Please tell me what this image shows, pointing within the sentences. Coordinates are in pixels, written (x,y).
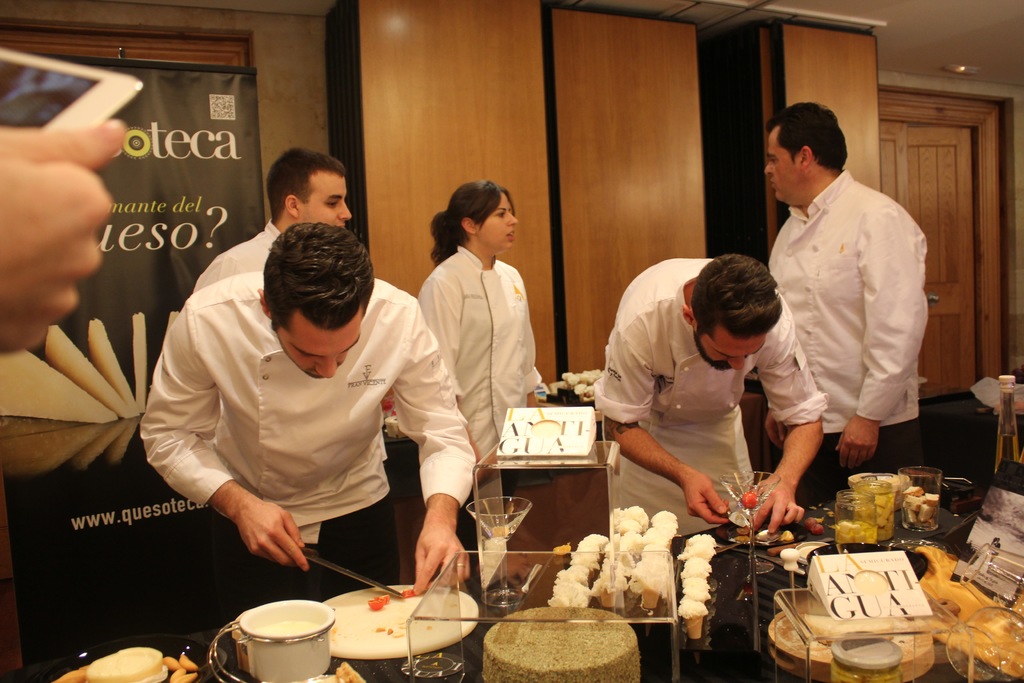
In this image I can see two persons (246,419) wearing white and black colored dresses (205,420) are standing and holding few objects (326,567) in their hands (293,566). I can see a table (743,653) in front of them and on the table (753,670) I can see few ice creams (686,574), few jars (840,518), few containers (295,657), few glass objects (504,590) and few other objects (810,609). In the background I can see few persons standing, the brown colored wall (450,48), a black colored banner (124,110) and the door (941,172) which is brown in color. I can see a person's hand (39,142) holding an electronic gadget (32,114) to the left side of the image (18,155).
